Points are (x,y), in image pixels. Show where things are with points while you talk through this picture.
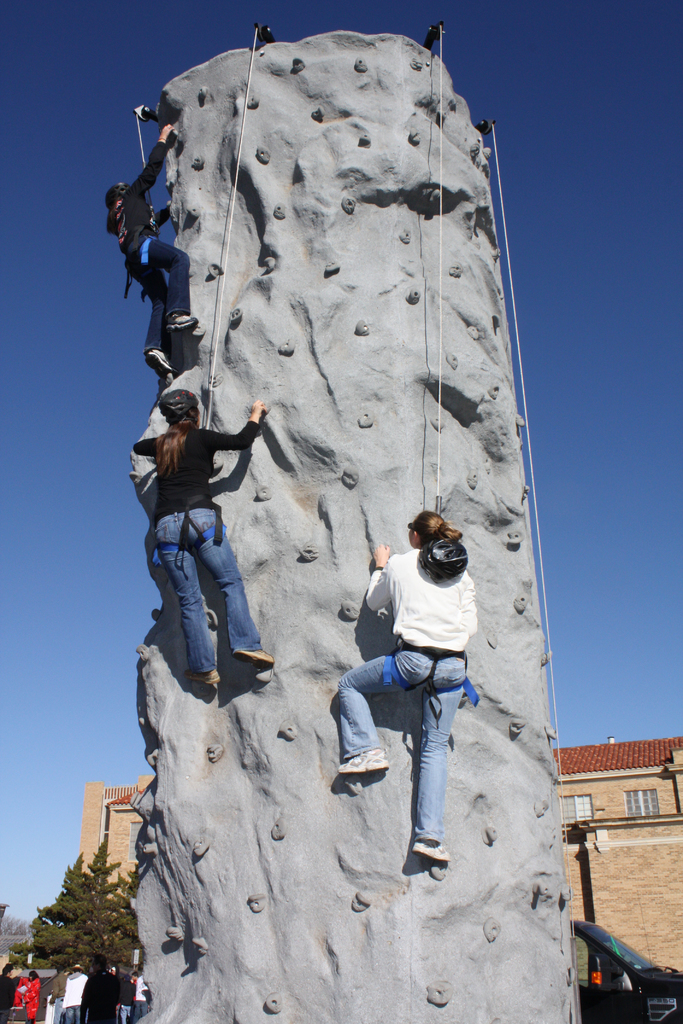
In this picture we can see there are three people (250,445) climbing a wall (299,532). Behind the wall (318,746) there is a vehicle (616,937), tree (79,921), buildings (645,909), some people (7,978) are standing and a sky (630,214).
